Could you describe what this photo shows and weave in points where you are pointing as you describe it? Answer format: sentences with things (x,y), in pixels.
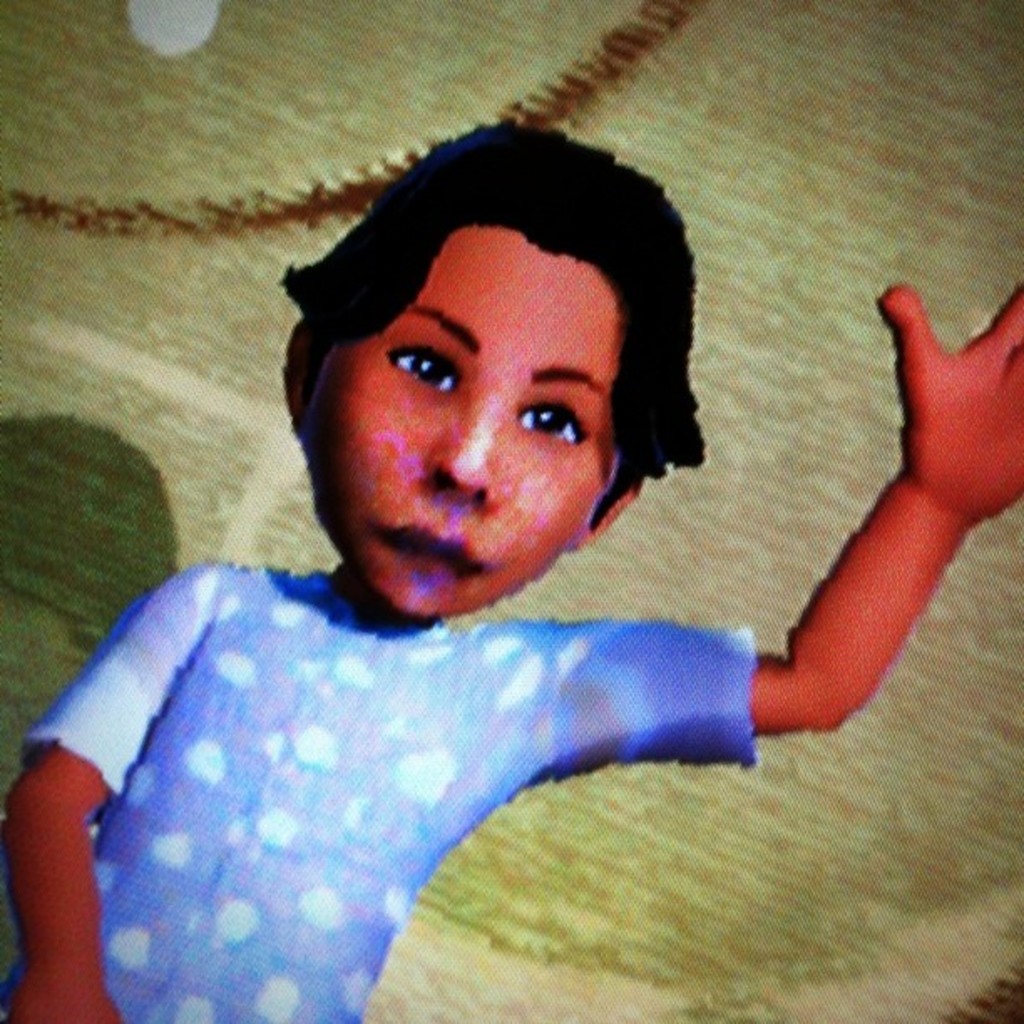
In the foreground of this image (382,733), there is an animated boy (410,564) raising one hand (851,609) up in the air and the unclear background (702,33).
